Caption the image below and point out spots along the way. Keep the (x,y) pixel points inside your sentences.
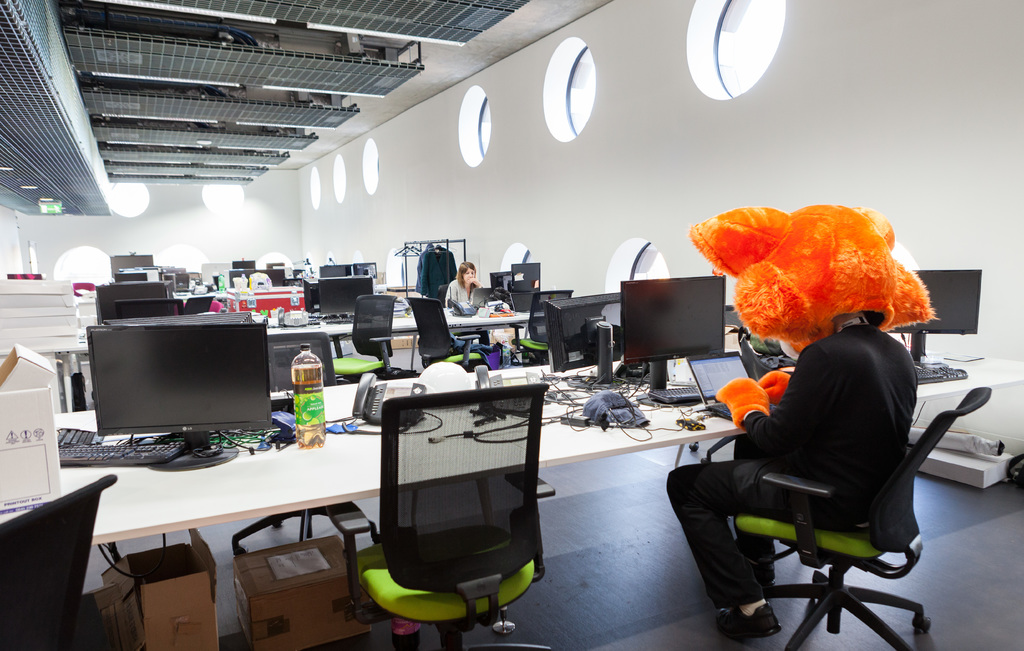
In this image I can see there are two people (759,479) who are sitting on a chair (793,475) in front of a table (627,430). I can see there are few empty chairs (393,470) on the floor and a couple of tables (275,451). On the table (297,449) we have a bottle (307,399), telephones (388,396) and few other objects (204,468) on it.
